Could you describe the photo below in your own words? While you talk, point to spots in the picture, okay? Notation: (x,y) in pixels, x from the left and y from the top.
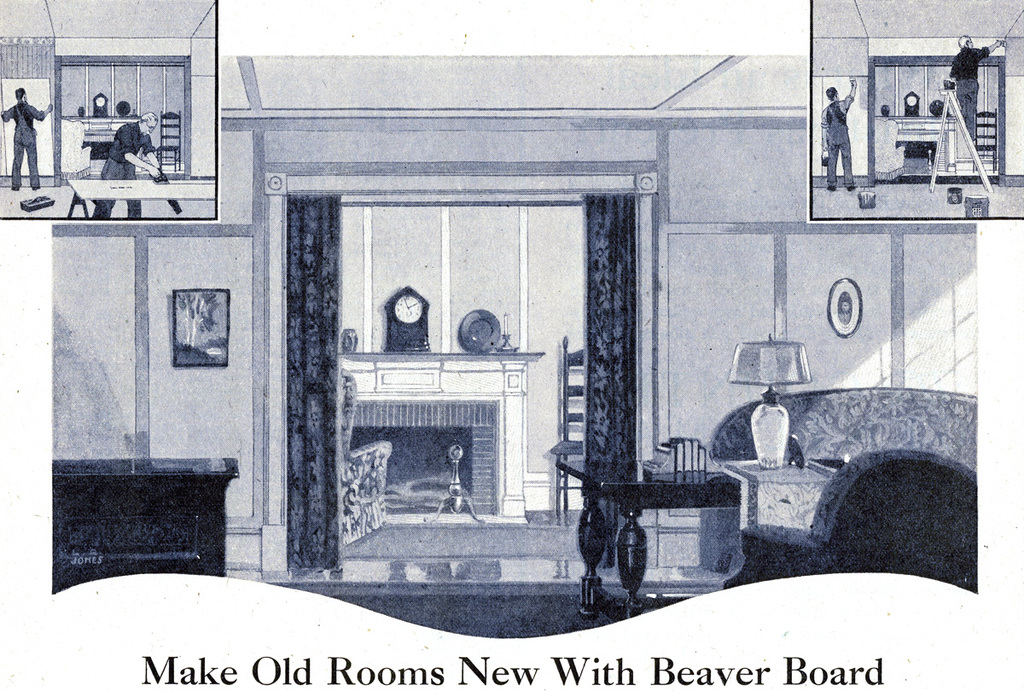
As we can see in the image there is a paper (463,318). On paper (504,375) there is wall (256,229), curtains (589,316), photo frame (216,326), clock (421,346), chair (564,439), sofa (863,443), lamp (782,461) and tables (635,487).
